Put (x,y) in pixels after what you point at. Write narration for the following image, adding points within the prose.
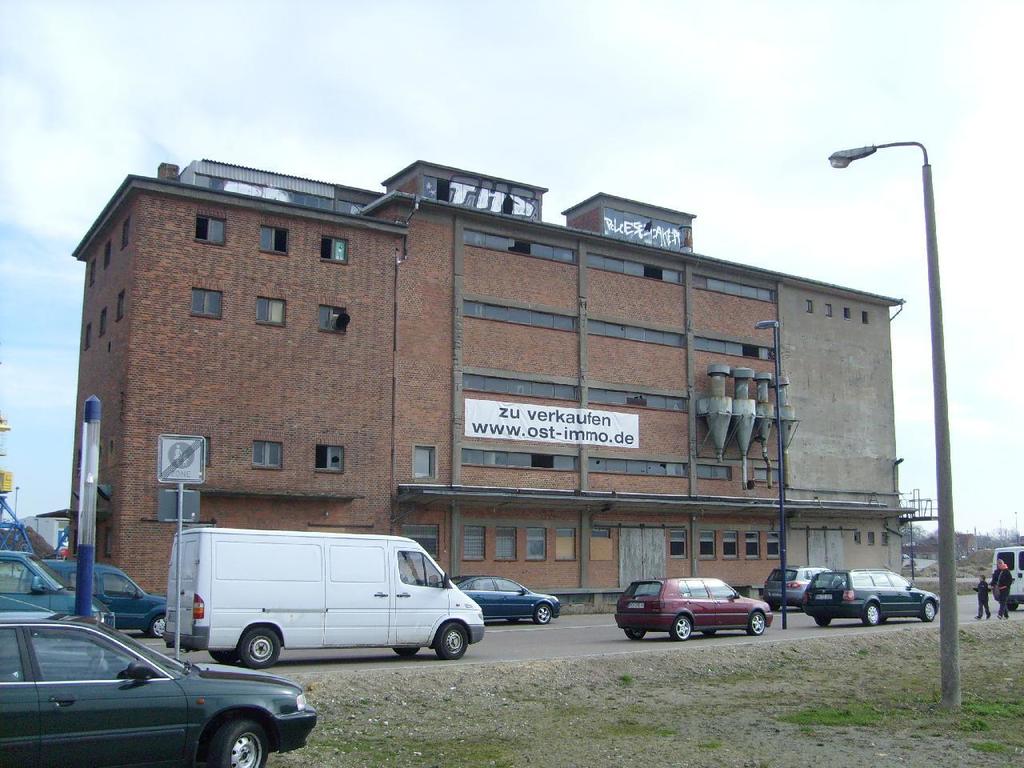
In the foreground of the image (773,669) we can see group of vehicles (345,611) parked on ground (725,685), light poles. To the right side of the image (979,605) we can see two persons (1005,596) standing on the ground (995,612). In the center of the image (453,370) we can see a building (821,419) with windows (574,397), banner (561,428) with text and some containers (769,410). In the background (289,84), we can see the sky (376,166).
